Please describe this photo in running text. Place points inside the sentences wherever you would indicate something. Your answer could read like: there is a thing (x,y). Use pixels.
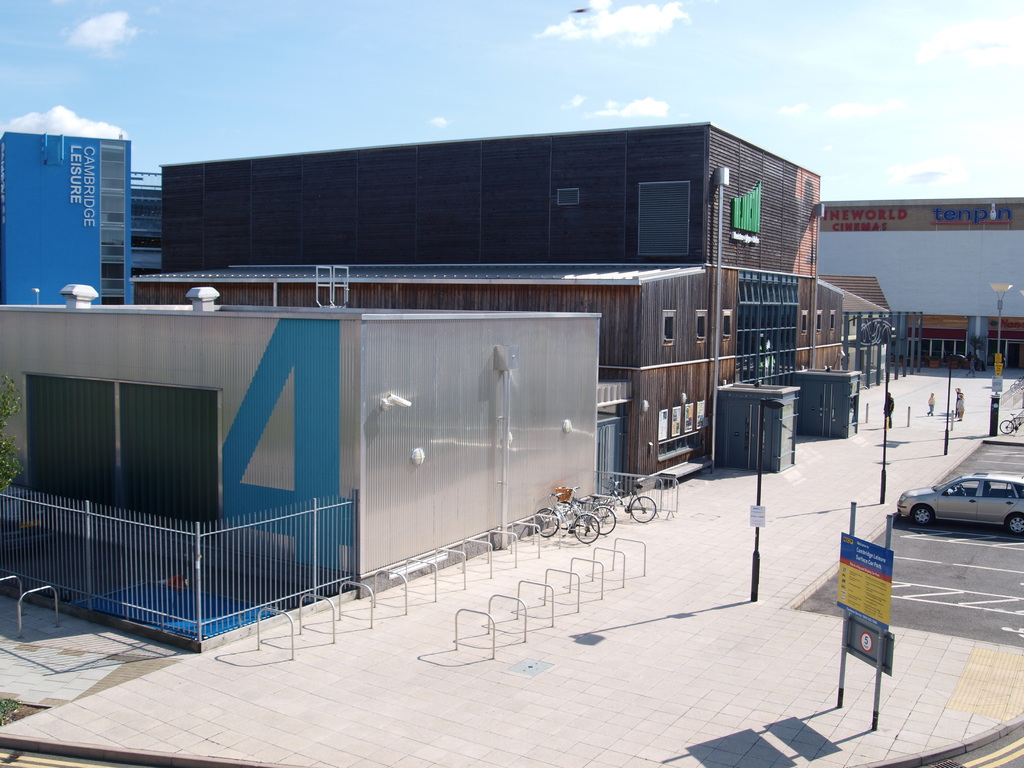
In this image in the middle (498,323), there are buildings (561,294), sheds (514,331), cycles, poles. On the right (876,446) there are poles (879,684), car (943,486), sign boards (874,577), floor (660,727). At the top (625,76) there is sky (544,51) and clouds (620,25).
